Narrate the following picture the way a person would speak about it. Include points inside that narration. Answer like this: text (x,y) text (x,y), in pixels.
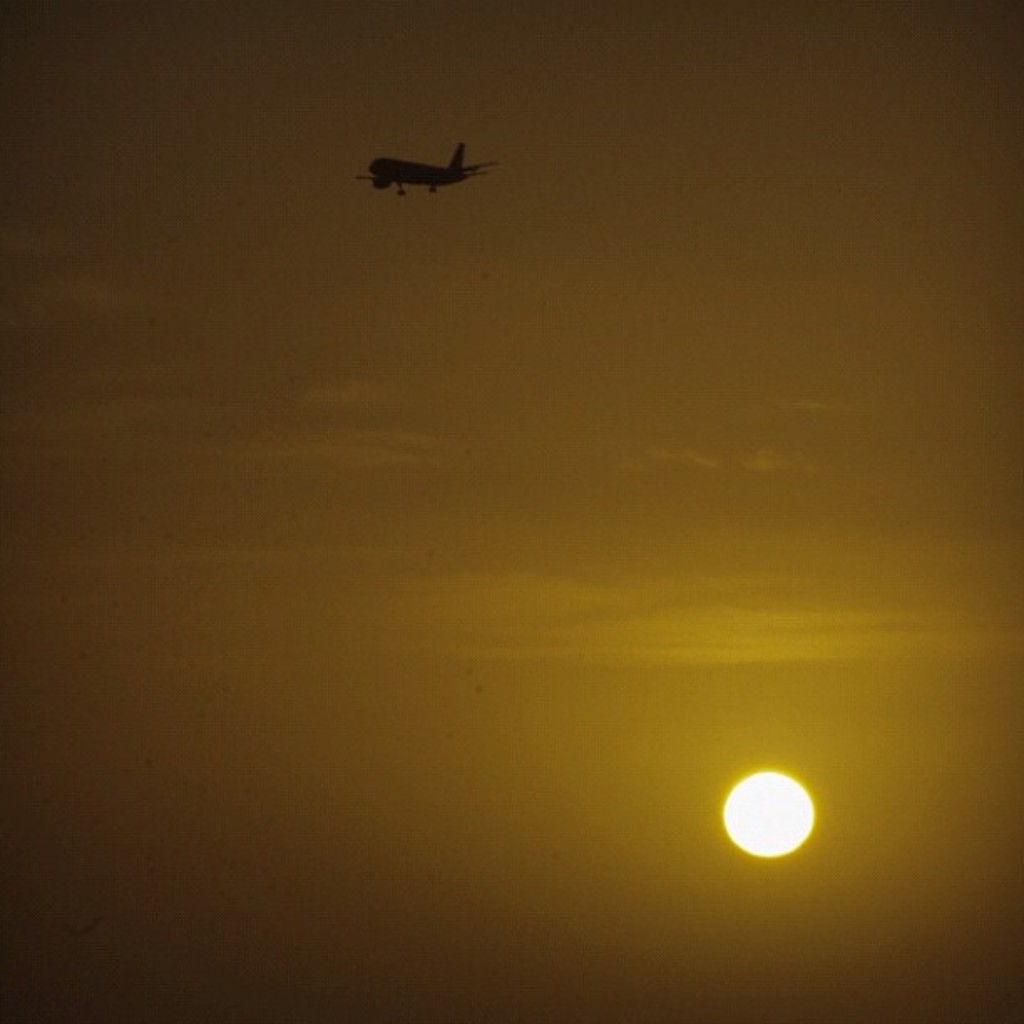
There is an aircraft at the top side of the image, it seems like a sun (777,782) on the right side (762,780).
